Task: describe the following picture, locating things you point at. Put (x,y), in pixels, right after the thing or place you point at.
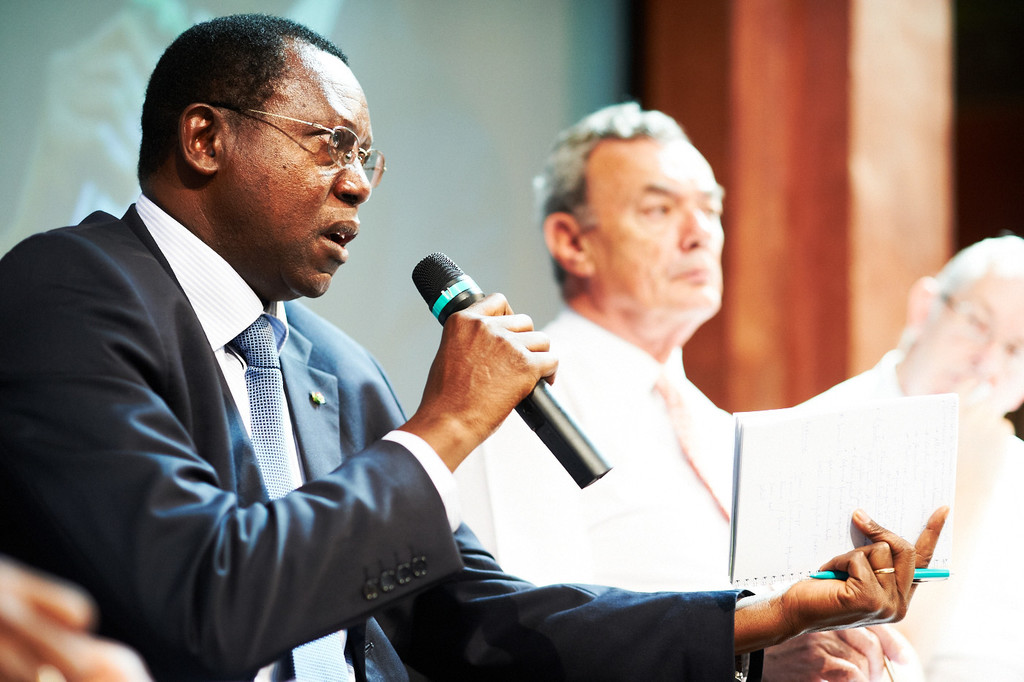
In this picture a man (274,213) is talking with mic (457,310) in his one hand (531,386) and book (817,514) in his other hand (840,561). In the picture we also observe two men (664,301) who are dressed in white color and sitting beside him. In the background (826,93) we observe a wooden pillar (840,159) and a wall painting (551,93).
